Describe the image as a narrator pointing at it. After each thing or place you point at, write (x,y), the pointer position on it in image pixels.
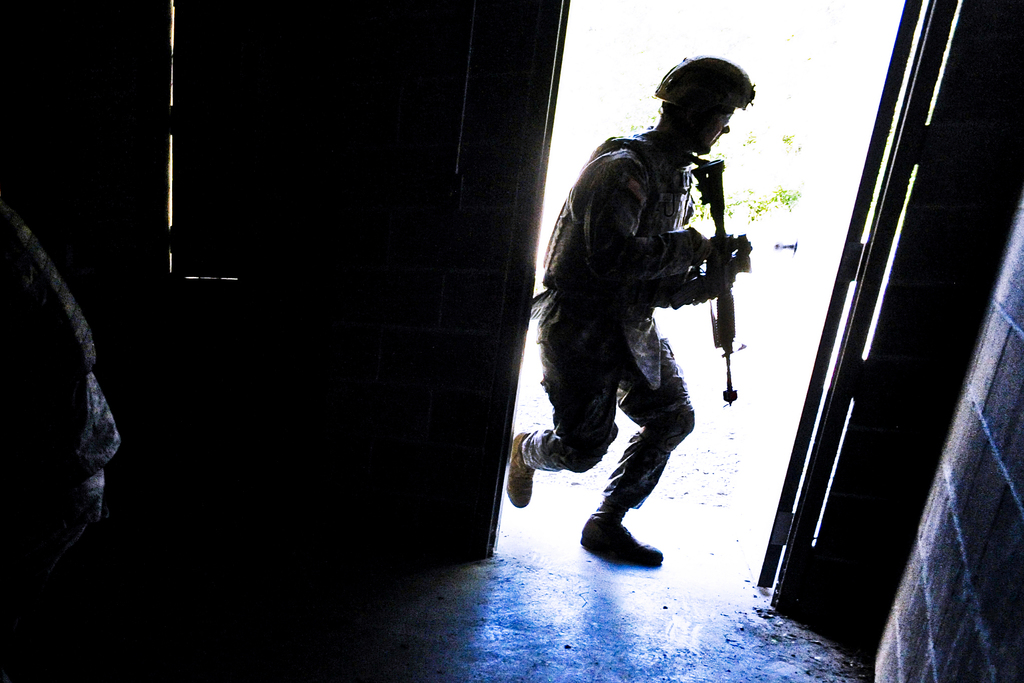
In this picture I can see a person (680,290) is holding a gun (723,266) in the hand (686,240) and wearing a helmet (692,63). On the right side (965,395) I can see a wall (989,498).
